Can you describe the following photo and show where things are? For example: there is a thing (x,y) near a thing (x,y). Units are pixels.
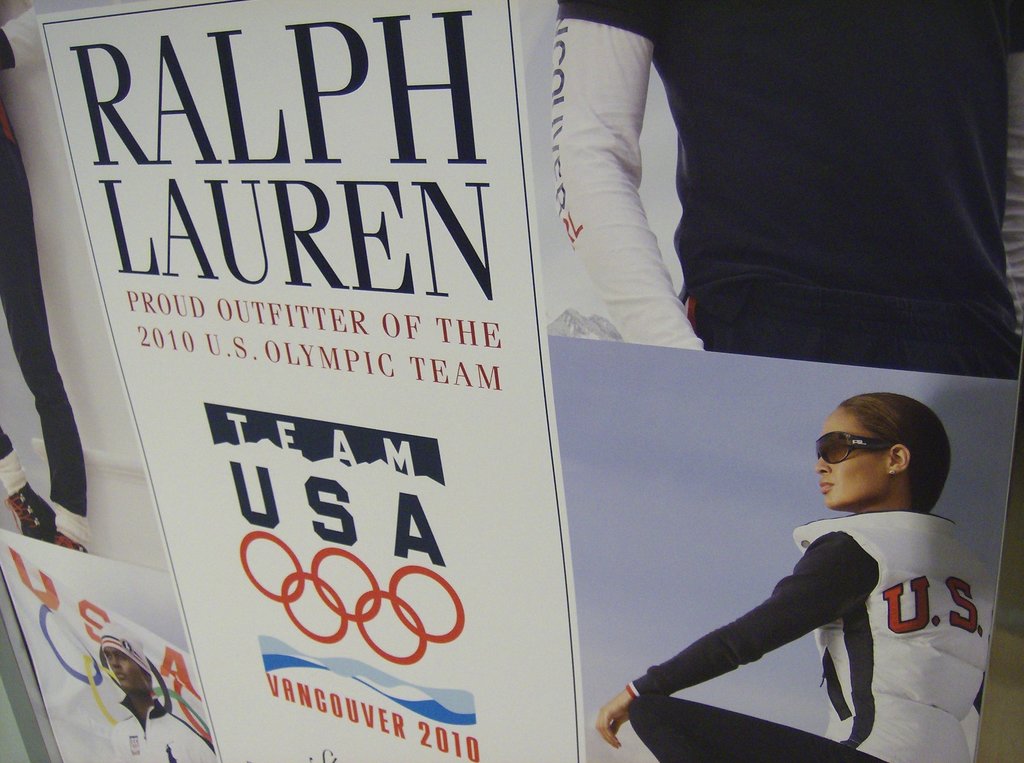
In this image I can see a huge banner (464,445) which is white in color and on the banner (574,580) I can see a woman (848,583) wearing black and white colored dress (894,642), a person (865,233) wearing black and white colored dress (777,196) and few other pictures (27,403) of persons (64,402).
